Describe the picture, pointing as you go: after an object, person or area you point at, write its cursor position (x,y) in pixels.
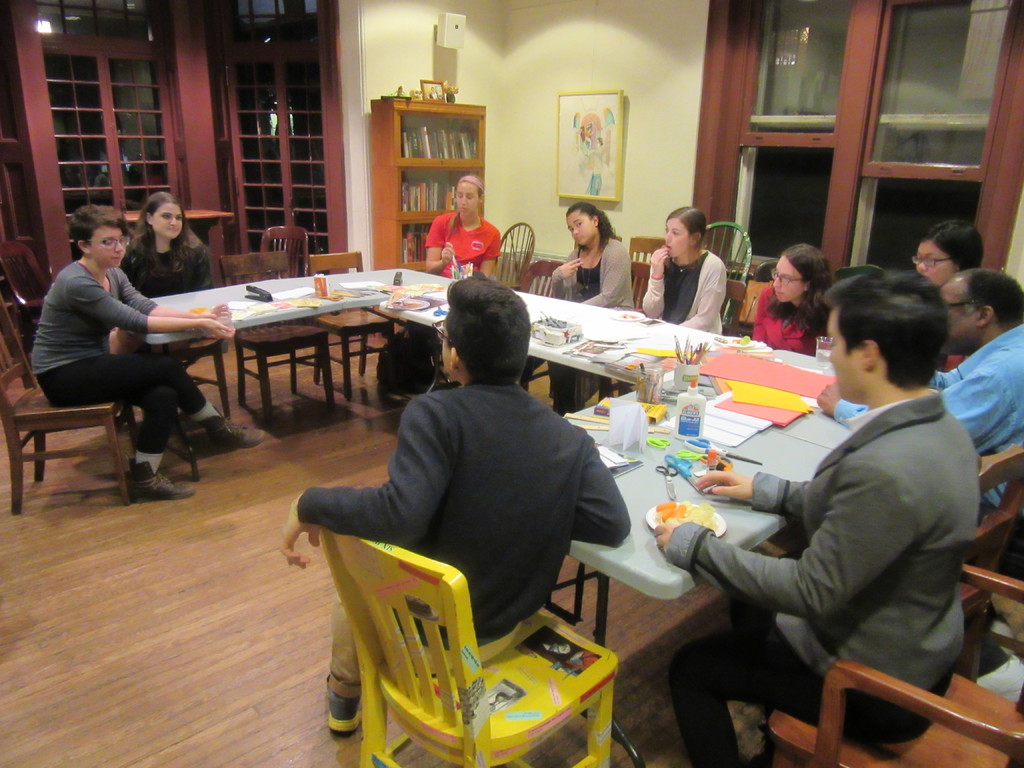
This is a picture in a room (197,206). In the center of the image (604,320) there is a desk (381,277), on the desk (637,497) there are pens (691,352), papers (718,435), scissors (700,444), scales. In this room (369,359) there are a lot of chairs (310,267). There are many people (73,363) seated around the desk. On the top right (845,125) there is a window (817,185). In the background (611,153) there is a frame (586,149) and a closet (424,163). On the top left (130,150) there is a door (235,188). There is a wooden floor (152,595) on the bottom (134,707).
